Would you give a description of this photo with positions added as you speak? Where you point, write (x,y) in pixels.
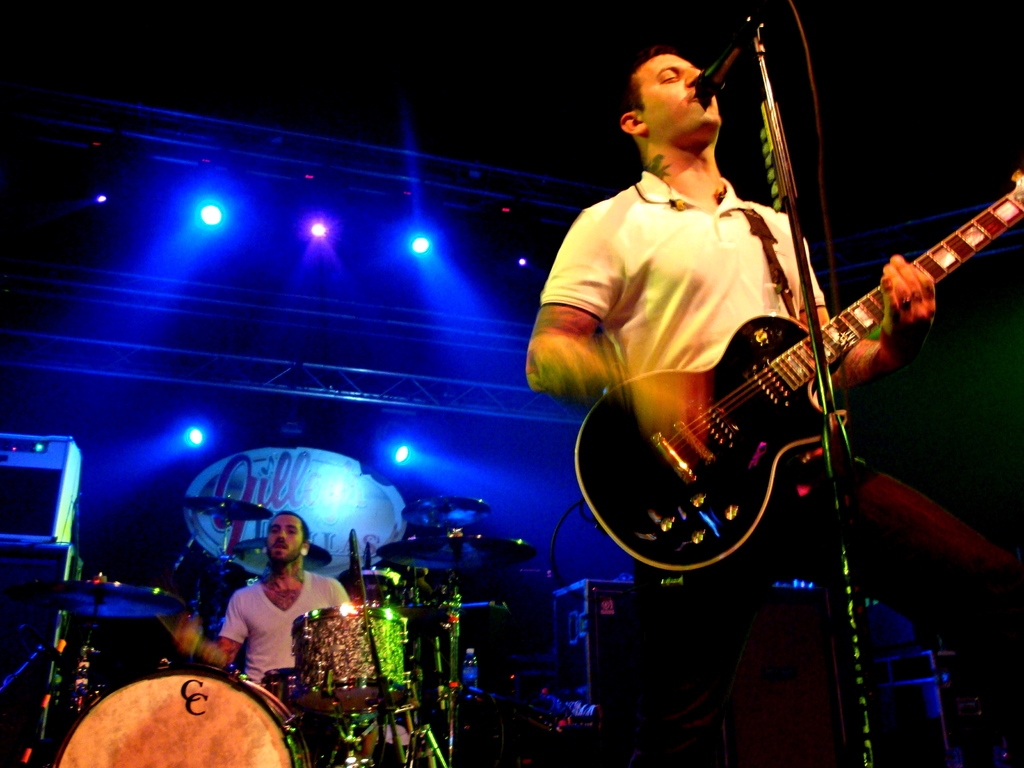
Here is the man (660,229) standing and playing guitar (733,435). He is singing a song. This is the mike (723,82) with a mike stand (826,447). Here is another person (279,646) sitting and playing drums (397,631). These are the show lights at the top (310,228). This looks like a poster (308,491) at the background (342,524). I can see object (570,645) here. This looks like a stage show.
